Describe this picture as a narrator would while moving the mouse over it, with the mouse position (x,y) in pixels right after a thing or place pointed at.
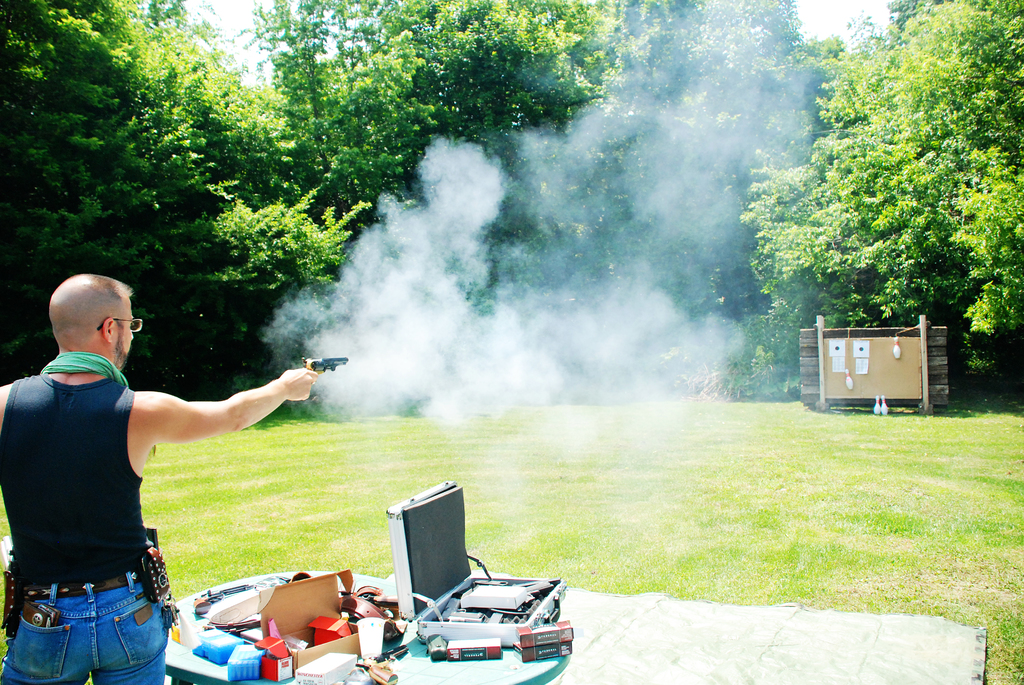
In the image I can see a person (104,612) who is holding the gun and standing in front of the table (198,619) on which there are some things (268,629) and around there are some trees (825,317) and plants (190,53).
